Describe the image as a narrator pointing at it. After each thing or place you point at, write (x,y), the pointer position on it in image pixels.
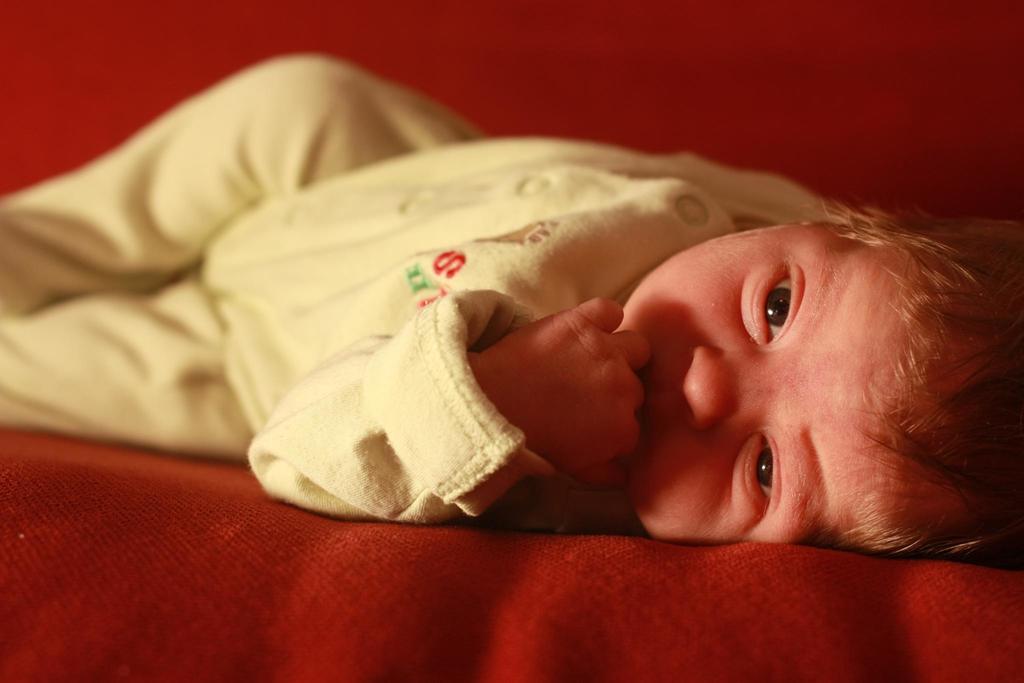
In this picture I can observe a baby (396,191) laying on the bed (139,501). The baby (351,369) is wearing cream color dress (375,245).
